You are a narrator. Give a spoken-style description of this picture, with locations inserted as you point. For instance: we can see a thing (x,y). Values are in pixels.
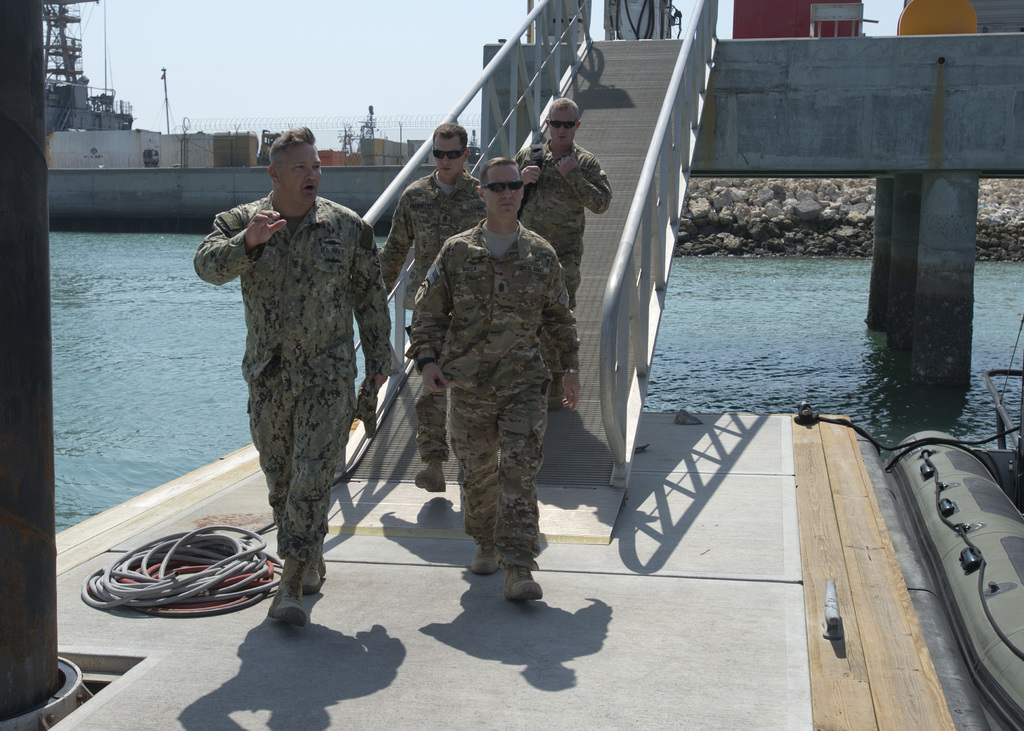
In this picture there are group of people (352,377) walking. At the back (610,442) there is a staircase (606,526) and there is a bridge (754,145). On the left side of the image (323,118) there is a fence (296,118) and there are poles (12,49). In the foreground (10,595) there is a pipe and there is a pillar (8,343). At the top (253,93) there is sky (236,49). At the bottom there is water (157,326).
